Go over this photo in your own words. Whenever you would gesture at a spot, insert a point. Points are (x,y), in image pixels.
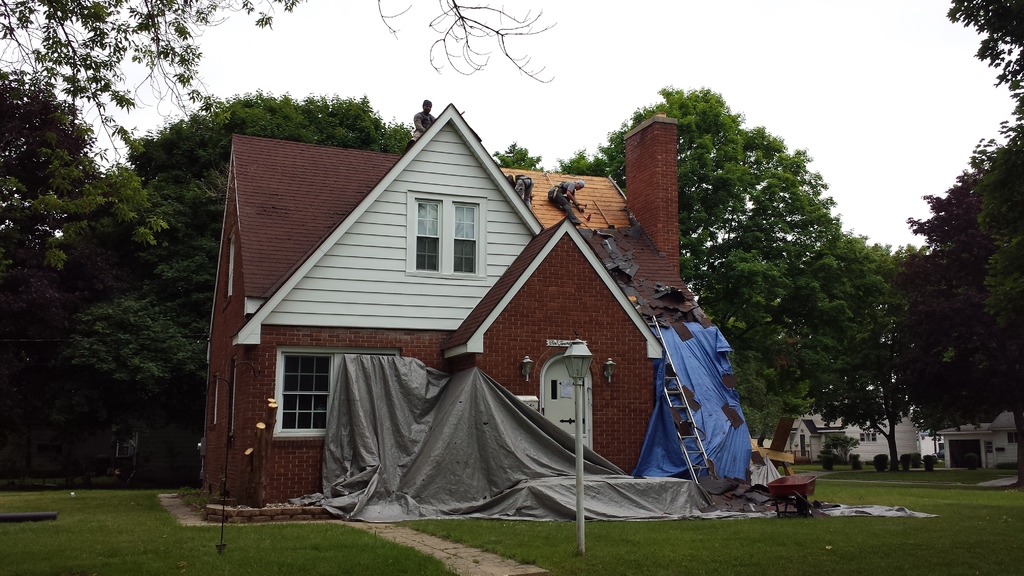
In the middle (605,328) it is a house (481,340) which is repairing by the people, behind it there are trees (165,222).
